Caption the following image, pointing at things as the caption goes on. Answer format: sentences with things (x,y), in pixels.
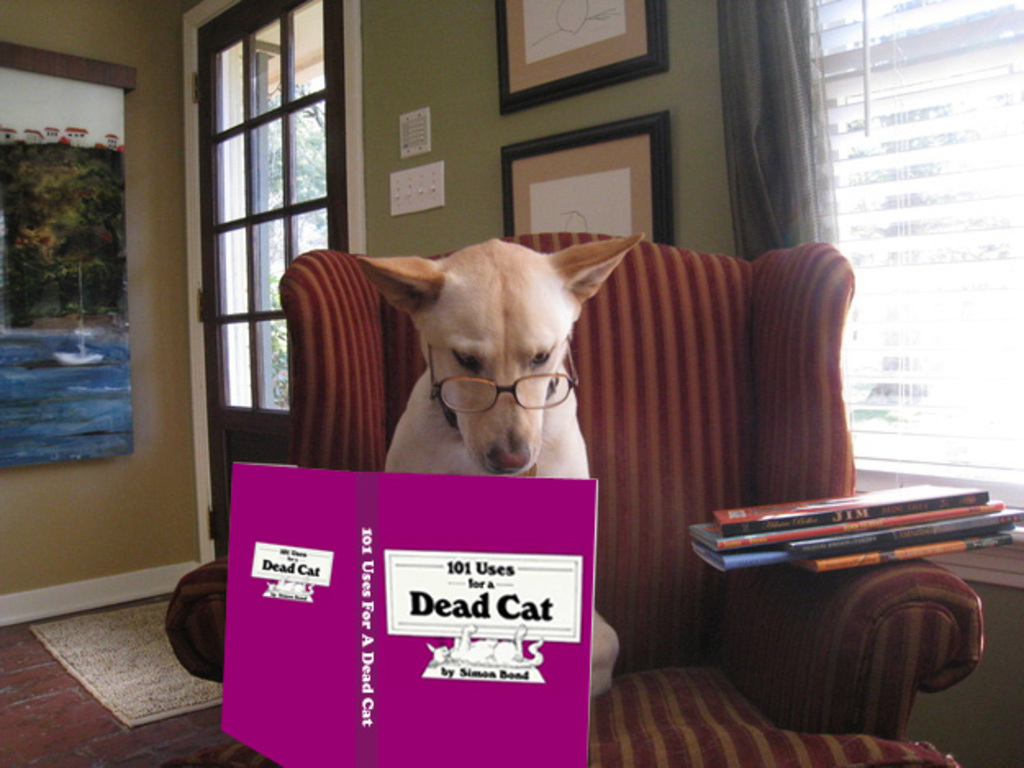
As we can see in the image there is a wall (142,303), photo frame (73,175), door (240,193), a dog (509,373) sitting on sofa (646,405) and there are books (715,562).
